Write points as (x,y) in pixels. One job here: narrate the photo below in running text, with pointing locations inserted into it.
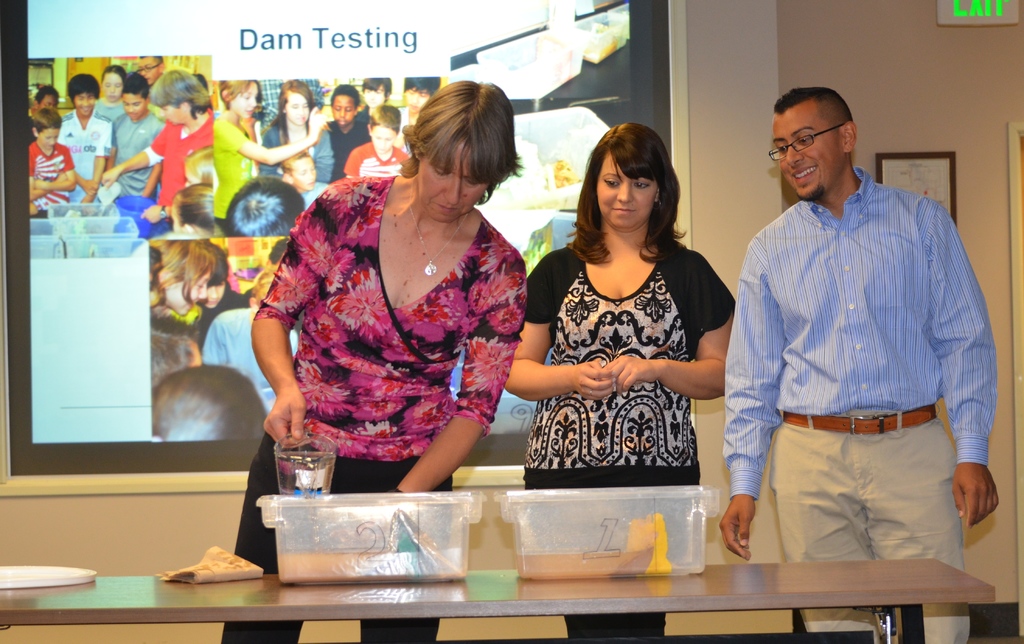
In this image there are three person (387,186) standing behind the table (454,588). on the table (454,588) there are two container (404,546). The lady (344,380) wearing a pink t-shirt (344,399) is pouring water (314,477) to the container (310,502) through a jug (312,484). In the middle (634,357) one lady (619,322) is standing wearing black dress (675,317). in the right (815,274) one man (818,218) is standing wearing blue shirt (841,296) is smiling. in the background (447,83) there is a screen (174,287). in the right top (970,13) there is an exit sign (956,1).
